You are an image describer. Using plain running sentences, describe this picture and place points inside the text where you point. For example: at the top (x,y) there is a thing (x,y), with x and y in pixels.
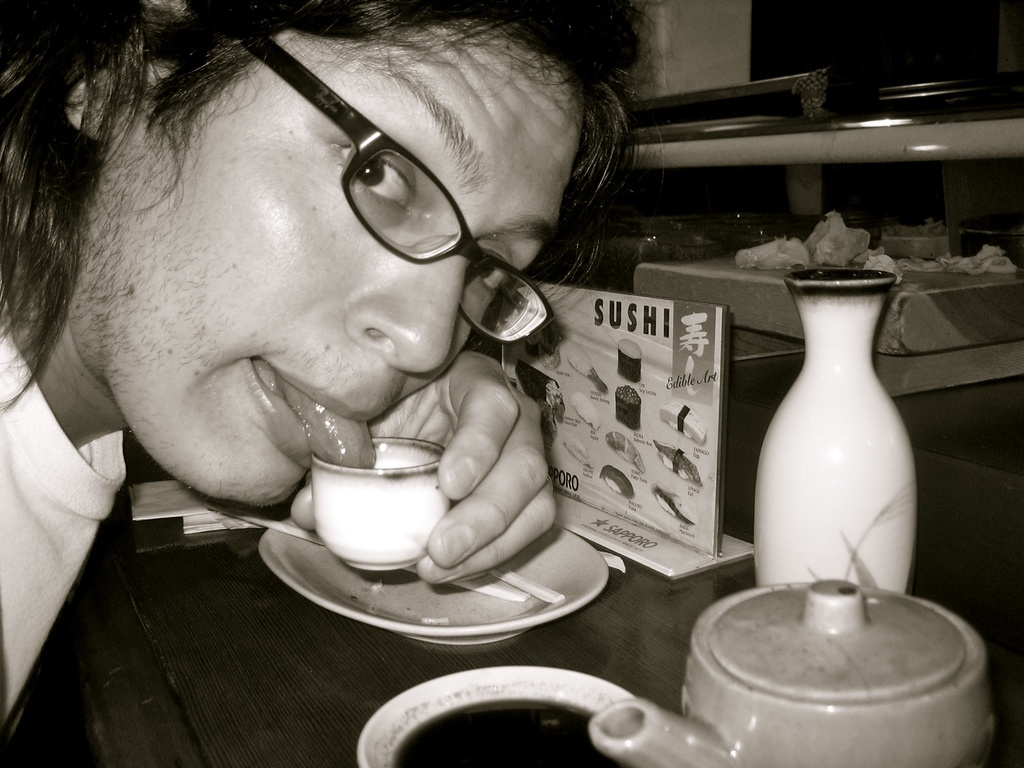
Man (93,85) in white t-shirt (53,517) is holding cup (350,540) in his hands (456,526) and he is licking the cup (324,529). In front of him, we see a table (272,689) on which jar (693,646), plate (506,628), chopsticks (520,600), flask (792,499) and board (693,386) containing images (568,450) and text (636,502) are placed. Behind that, we see a wall (718,72).
